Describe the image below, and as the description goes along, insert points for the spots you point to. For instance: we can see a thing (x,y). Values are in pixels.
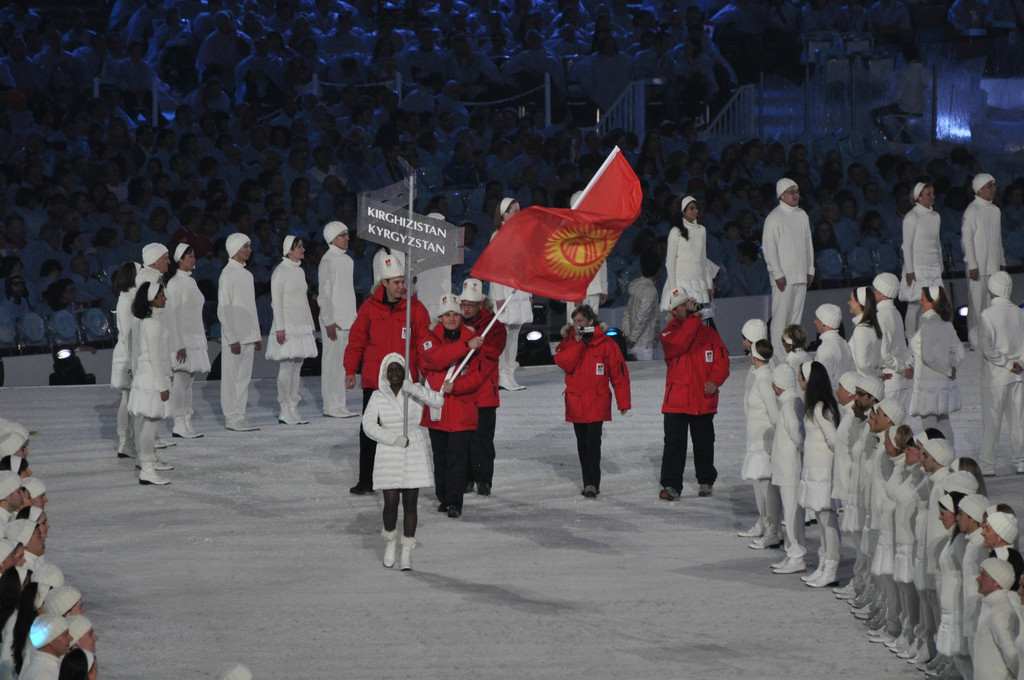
In this image there are some people (365,418) who are holding flags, poles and walking and on the right side (932,354) and left side (282,415) there are group of people (783,289) standing. And in the background (247,133) also there are a group of people (545,154), at the bottom (191,599) there is floor (706,617) and also i can see some lights (541,352).
